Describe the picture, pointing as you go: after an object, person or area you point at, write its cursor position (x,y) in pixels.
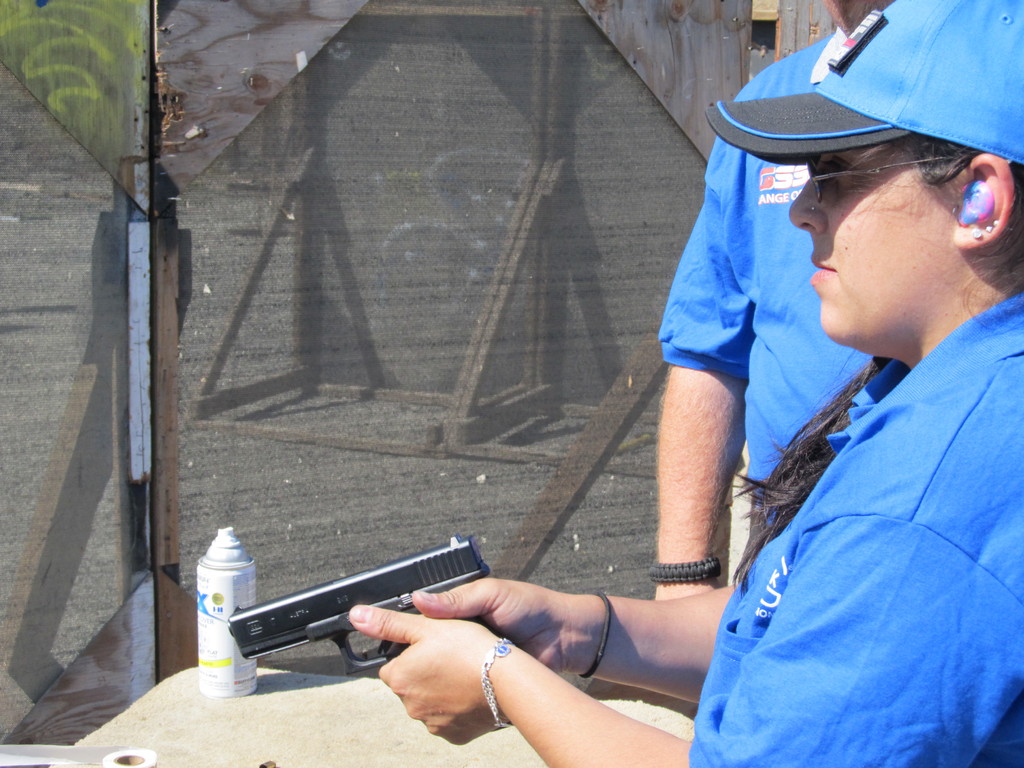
In this picture we can see a woman (921,206) wearing a blue t-shirt (914,459) and a cap (929,59). She is holding a gun (413,585). In the background (516,573) we can see a gate (487,315). Here we can see another person (777,348). On the platform (164,700) we can see a bottle (225,696).
